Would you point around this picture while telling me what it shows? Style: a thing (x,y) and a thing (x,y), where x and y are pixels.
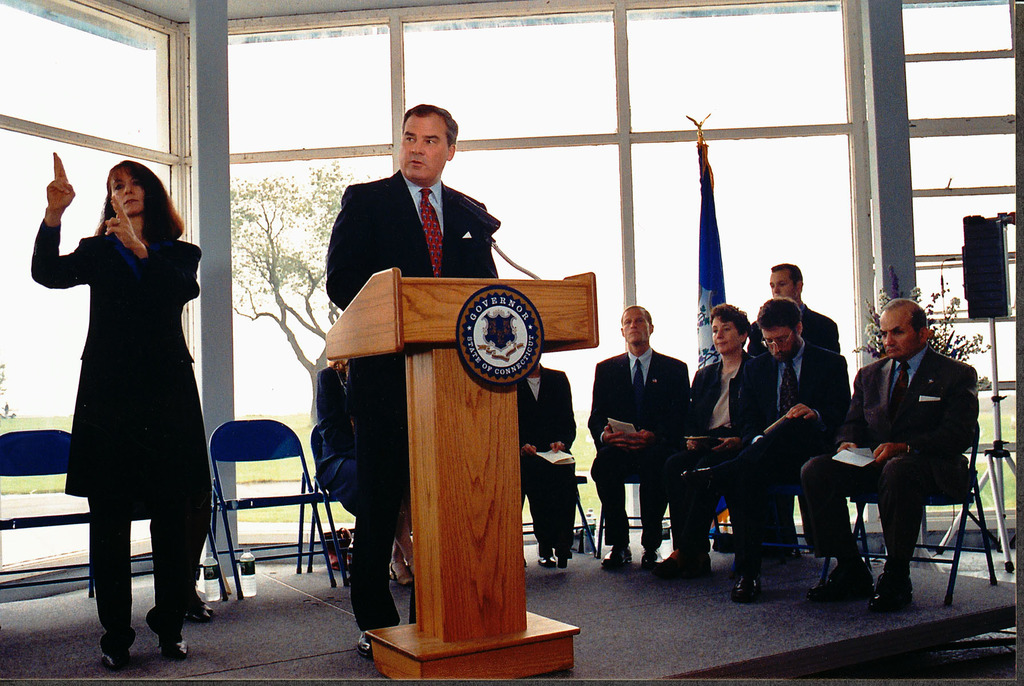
This is a picture taken in a room (656,485), there are a group of people (668,389) sitting on chairs (324,551) and holding some papers (554,456) and a man (383,250) in black blazer (367,234) was standing behind the podium (470,403) and a woman (182,412) is also standing on the floor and doing something. Behind the people (163,430) there is a glass window (761,152), flag (724,288), speaker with stand (999,439) and on the floor (264,581) there are bottles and bag (336,542). Through the glass windows (311,297) we can see the tree (287,279) and sky (599,103).
